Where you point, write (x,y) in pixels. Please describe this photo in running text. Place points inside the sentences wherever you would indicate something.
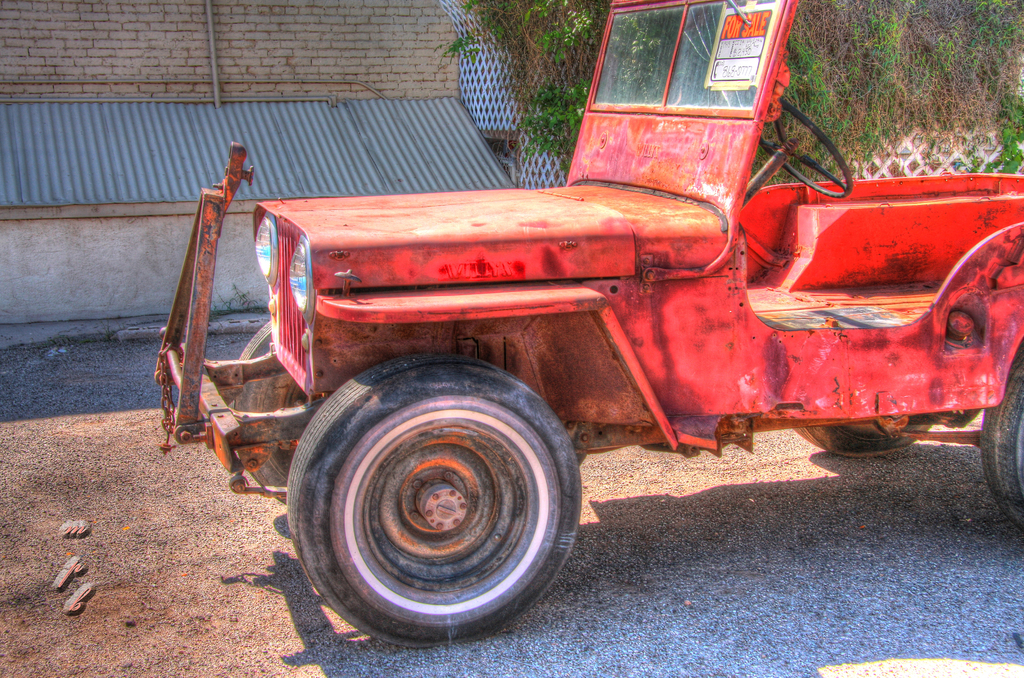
In the center of the image (343,354) we can see a vehicle (660,261). In the background of the image (279,131) we can see shed (293,175), roof (311,177), wall (272,72), pipe (214,49), mesh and some plants (822,53). At the bottom of the image (213,497) we can see some objects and road (743,575).
